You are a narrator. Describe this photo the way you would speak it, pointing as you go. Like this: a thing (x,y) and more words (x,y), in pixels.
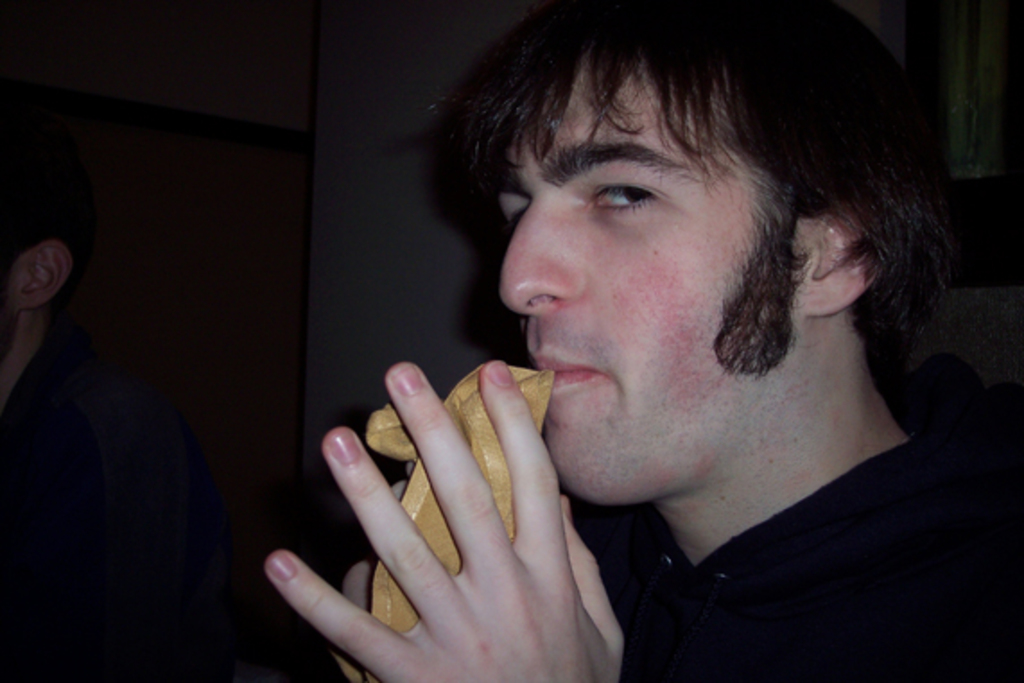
In this picture we can see a man (805,322) and he is holding an object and in the background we can see a wall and a person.
